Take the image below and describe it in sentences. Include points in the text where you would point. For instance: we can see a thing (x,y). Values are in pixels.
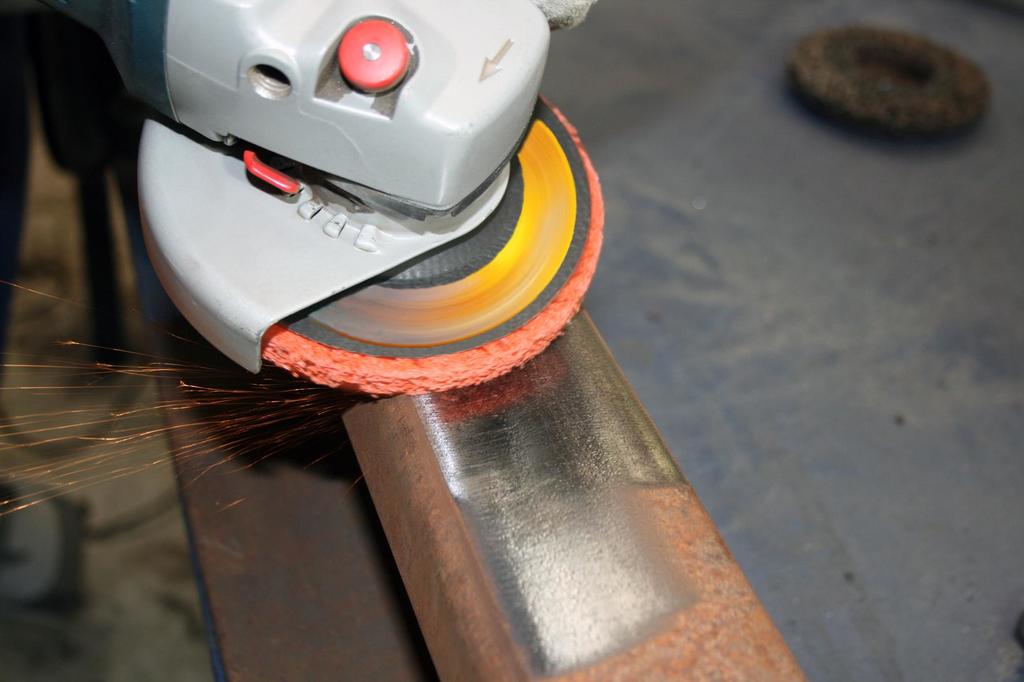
In this image, we can see an angle grinder (352,252) on the rod (529,493) and in the background (831,88), there is an object (882,109).
